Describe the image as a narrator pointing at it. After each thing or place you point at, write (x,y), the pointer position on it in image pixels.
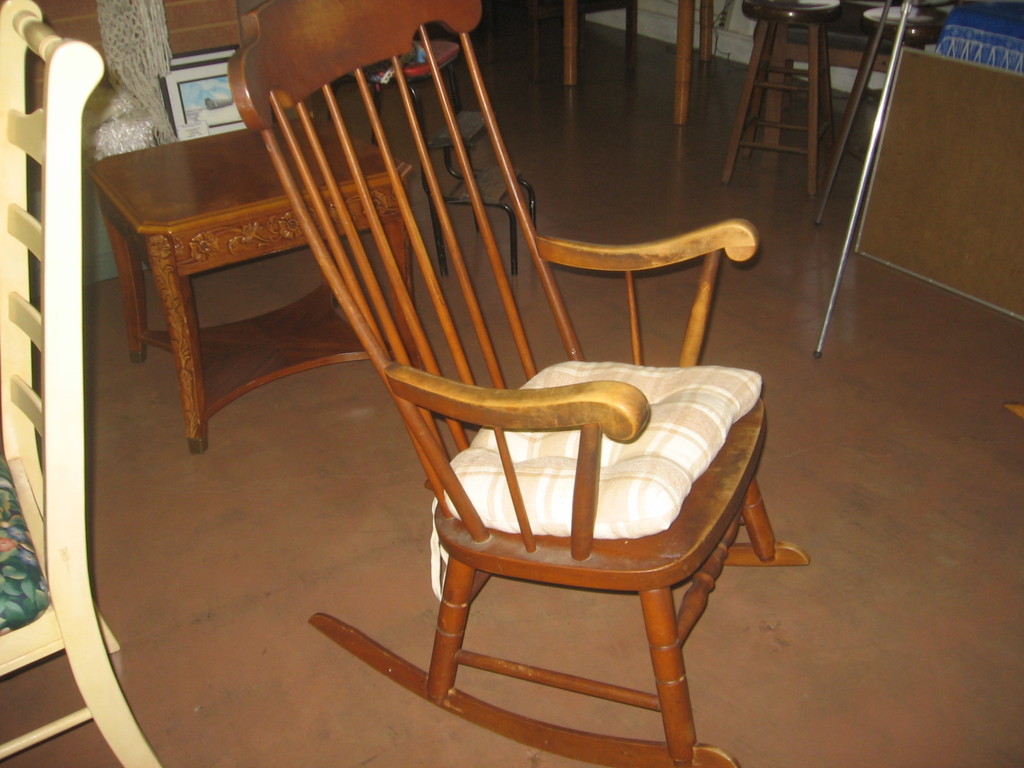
In this image we can see chairs (409,411). Also there are stools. In the back (187,72) there is a photo frame (180,82). Also there are steel rods (823,204).
